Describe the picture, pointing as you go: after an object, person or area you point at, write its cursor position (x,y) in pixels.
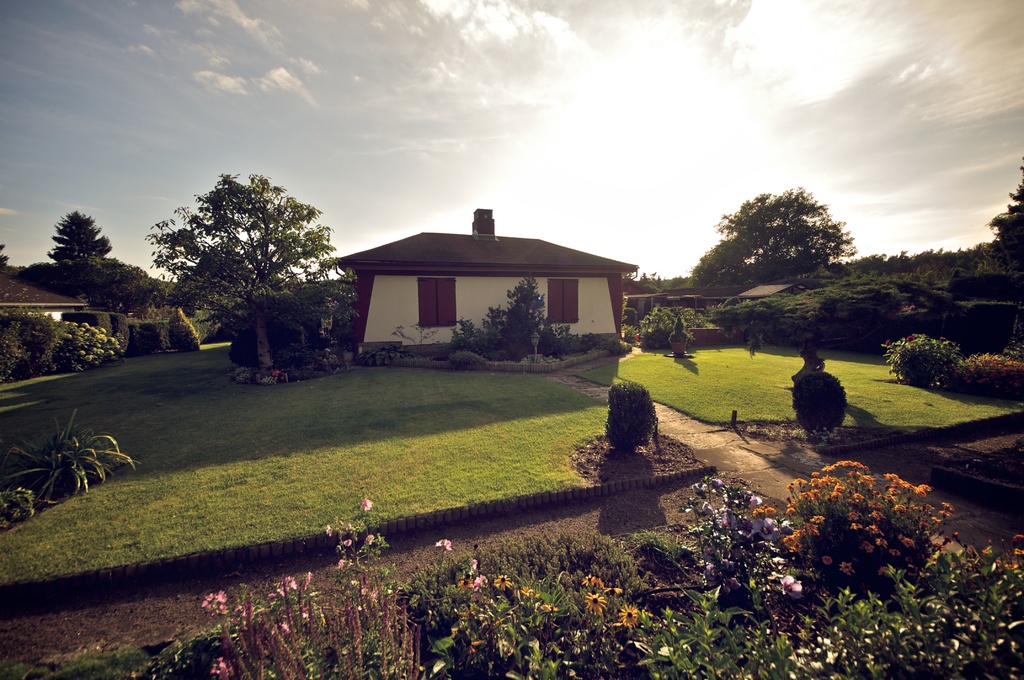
In this picture I can see plants (531,540) with flowers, grass (530,484), trees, houses (586,261), and in the background (543,113) there is sky (534,54).
